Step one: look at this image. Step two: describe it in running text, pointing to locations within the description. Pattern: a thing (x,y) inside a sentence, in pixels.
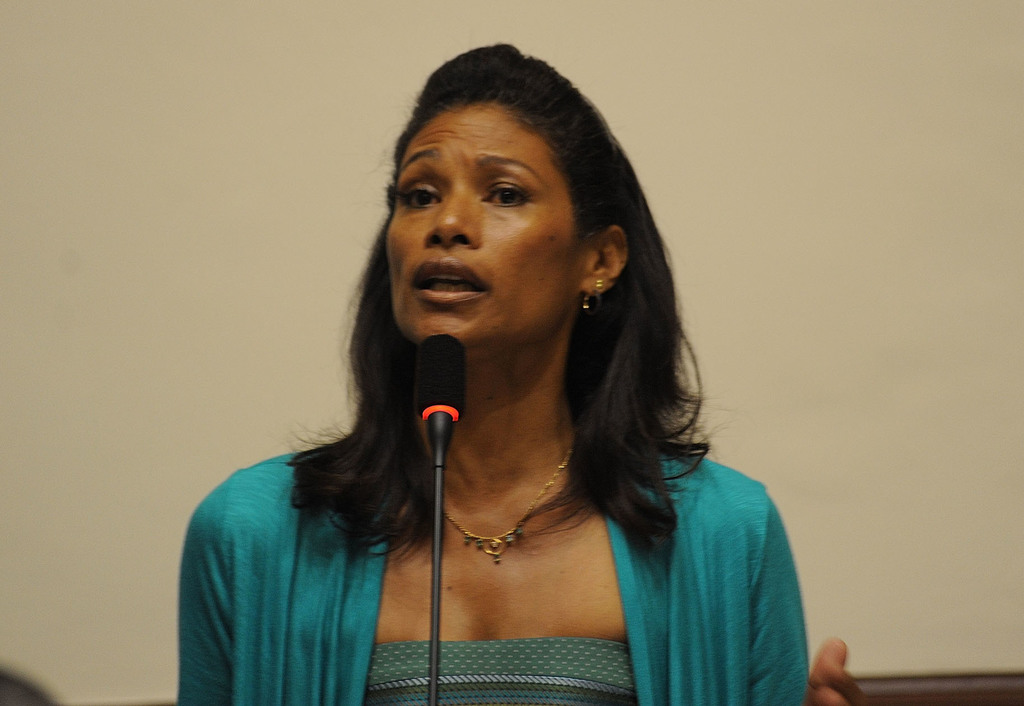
In the middle of the image (516,403) there is a lady (326,451) with green dress (691,581). Around her neck (448,498) there is a chain (489,541). In front of her there is a mic (434,421). Behind her there is a wall (841,382).
